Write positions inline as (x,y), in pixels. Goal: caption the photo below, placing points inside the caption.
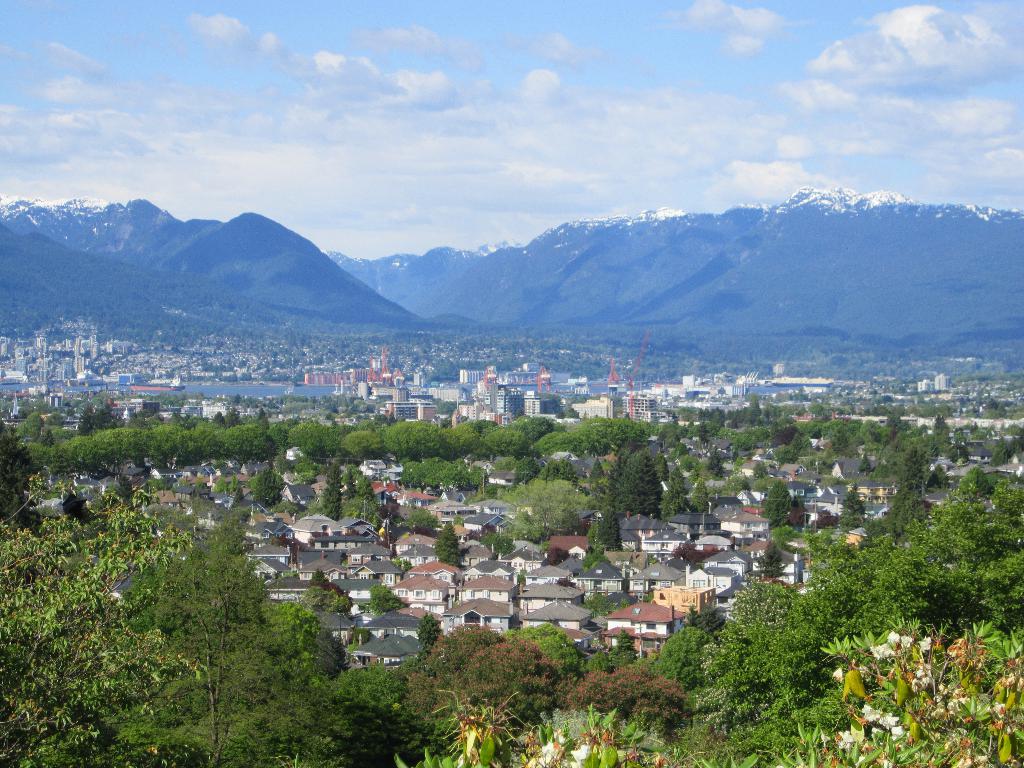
In this picture I can see there are few buildings (387,658) and there are trees (237,683) around the building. There are few flowers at the bottom of the image (861,714) and there are mountains (255,314) in the backdrop (217,311) and they are covered with trees (173,306) and the sky (429,140) is cloudy.
